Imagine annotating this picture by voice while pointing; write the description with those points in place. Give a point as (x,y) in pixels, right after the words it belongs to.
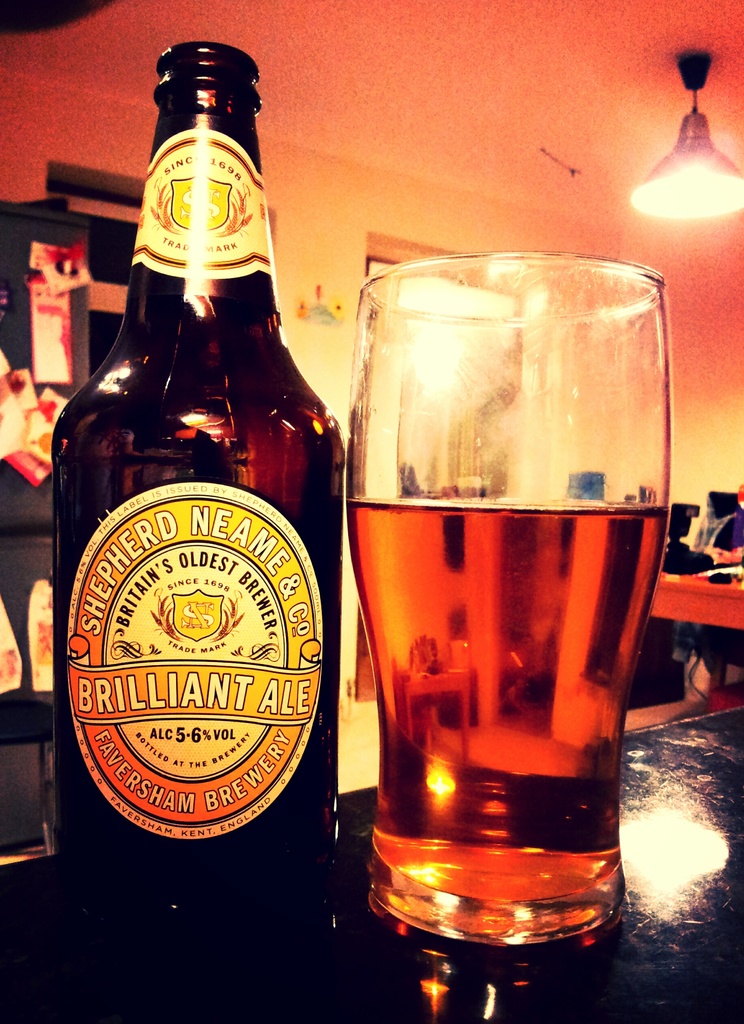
This picture is inside the room (484,32). There is a bottle (257,339) and a glass (544,688). At the right side of the image (645,812) there is a table (710,596), at the top (697,63) there is a light (685,62).
